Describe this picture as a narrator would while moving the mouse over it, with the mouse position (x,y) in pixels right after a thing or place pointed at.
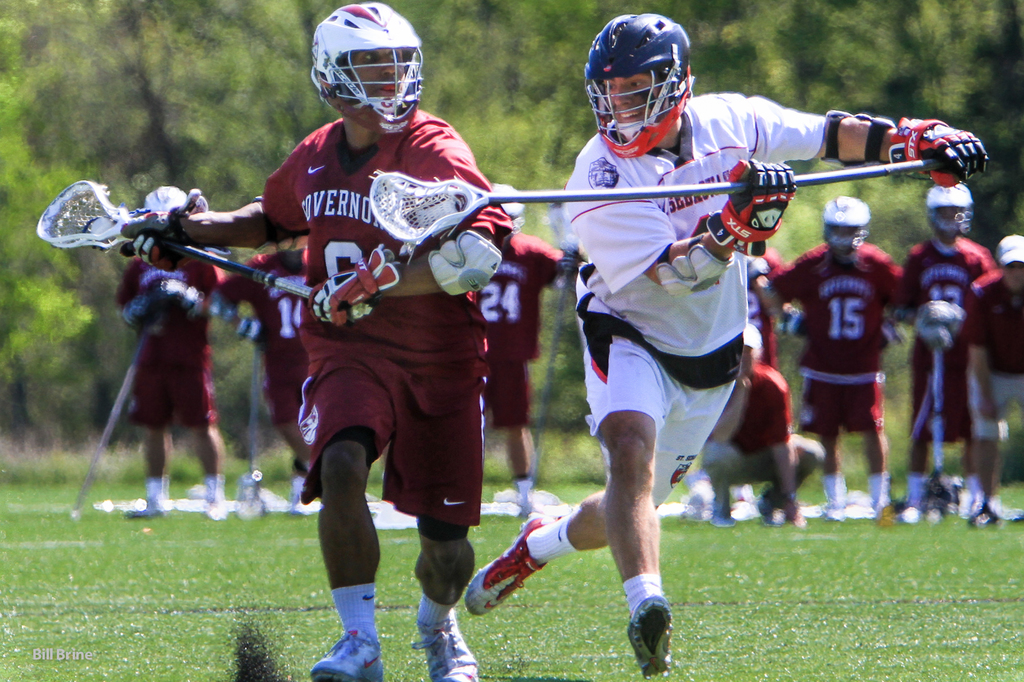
In this image we can see two persons (393,448) are running on the ground (499,649) and holding poles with net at the end of one side which is kind of a playing bat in their hands (371,261). In the background (541,244) we can see few persons (206,389) are standing on the grass (98,621) and there are trees (553,112).
